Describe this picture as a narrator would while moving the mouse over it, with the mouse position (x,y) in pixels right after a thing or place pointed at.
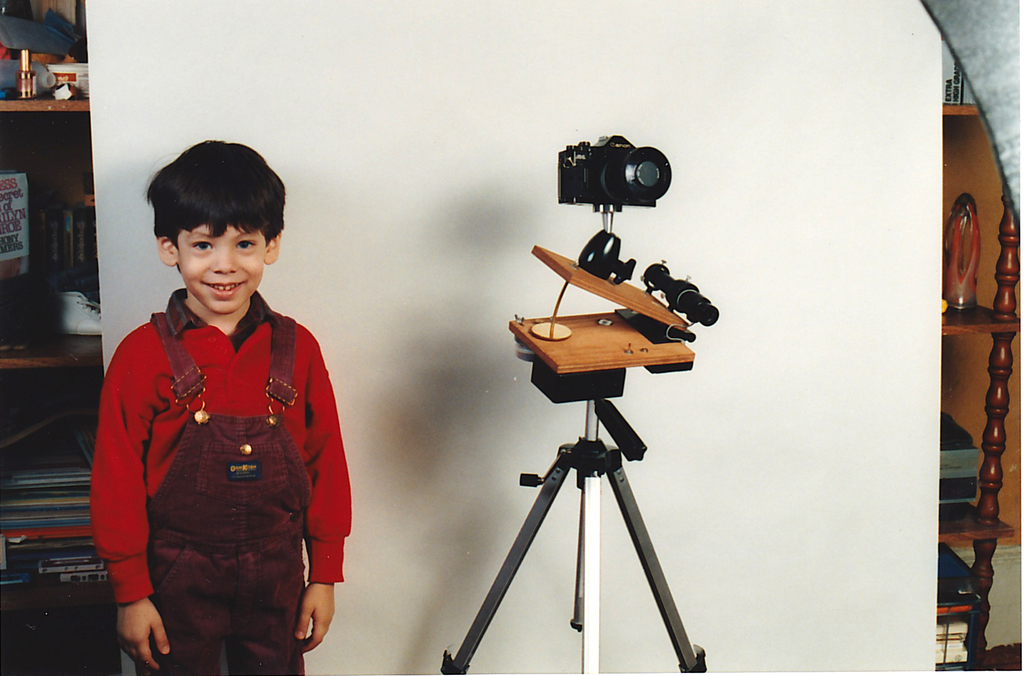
In the image I can see a kid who is standing beside the stand (671,315) to which there is a camera (603,184) and also I can see some shelves (981,459) in which some things (16,537) are placed.
